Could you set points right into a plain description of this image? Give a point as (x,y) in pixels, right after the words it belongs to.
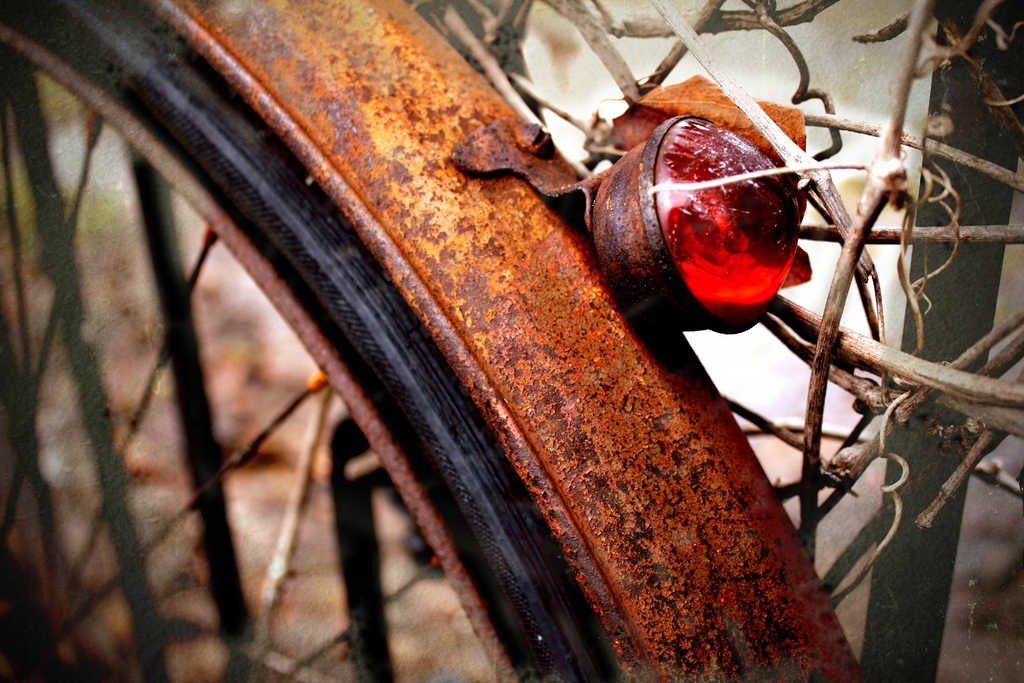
There is a wheel (483,247) and a red light (673,199) at the back (715,227).
